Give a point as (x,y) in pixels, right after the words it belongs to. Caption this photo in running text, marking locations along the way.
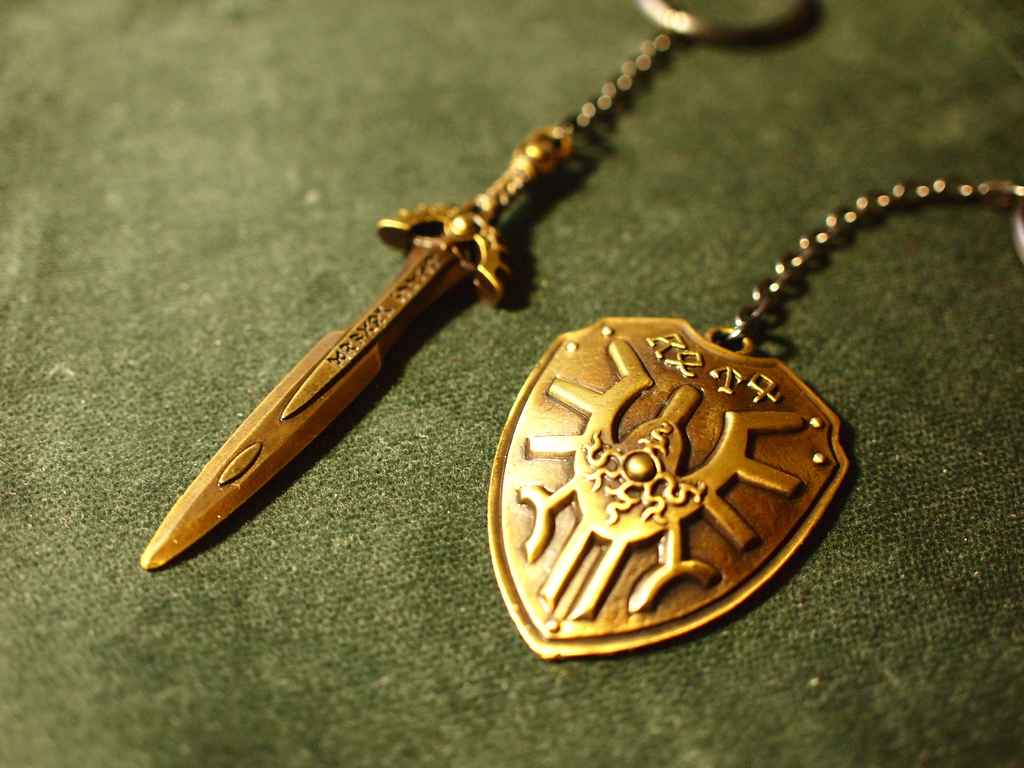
In this image we can see a sword keychain (697,24) and another keychain (816,439) on which a logo (607,478) is there.
